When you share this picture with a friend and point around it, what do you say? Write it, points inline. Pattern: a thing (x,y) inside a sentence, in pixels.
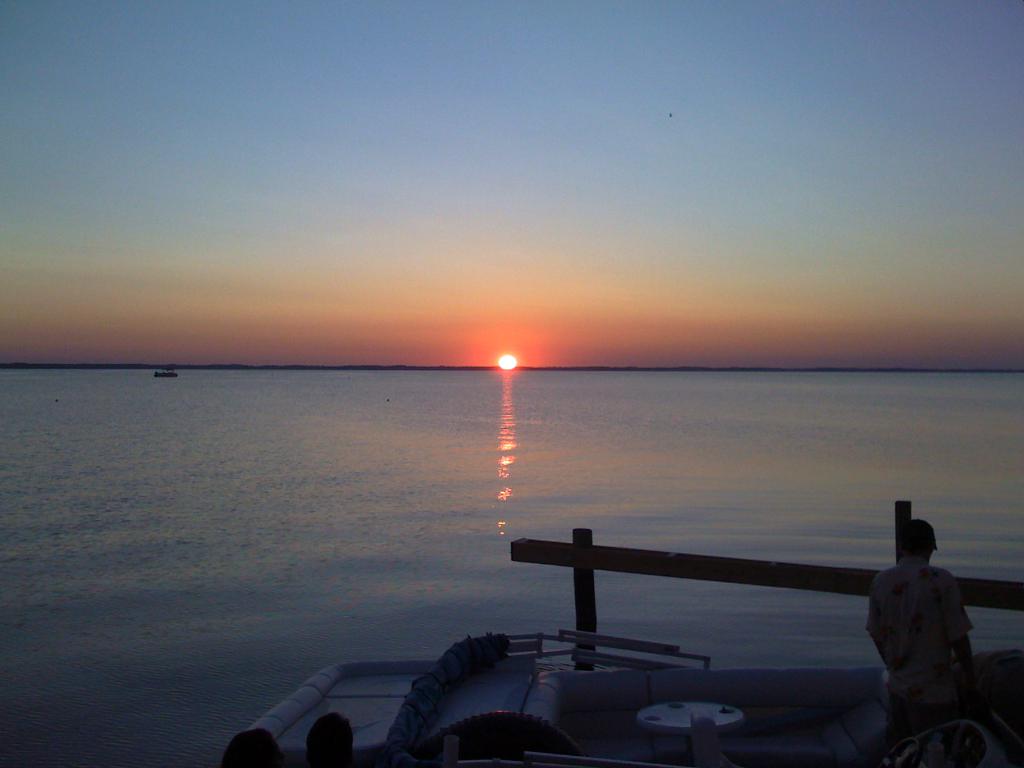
In this image, we can see the sea (428,551). Here a person (934,650) is standing. At the bottom (324,736), we can see human heads (344,748), some objects (536,734), poles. Top of the image (563,208), there is a sky (347,243).
